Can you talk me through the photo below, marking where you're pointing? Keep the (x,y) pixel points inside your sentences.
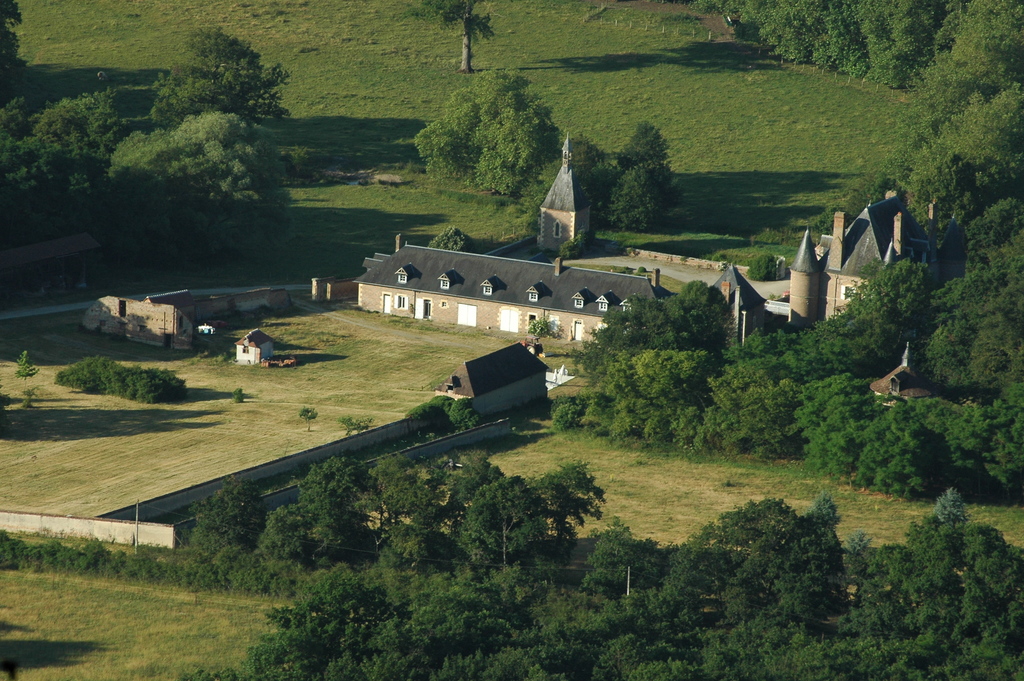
In this image, we can see a house (383,263), we can see some plants (961,364) and trees (786,369) and there's grass (762,176) on the ground (288,79).
